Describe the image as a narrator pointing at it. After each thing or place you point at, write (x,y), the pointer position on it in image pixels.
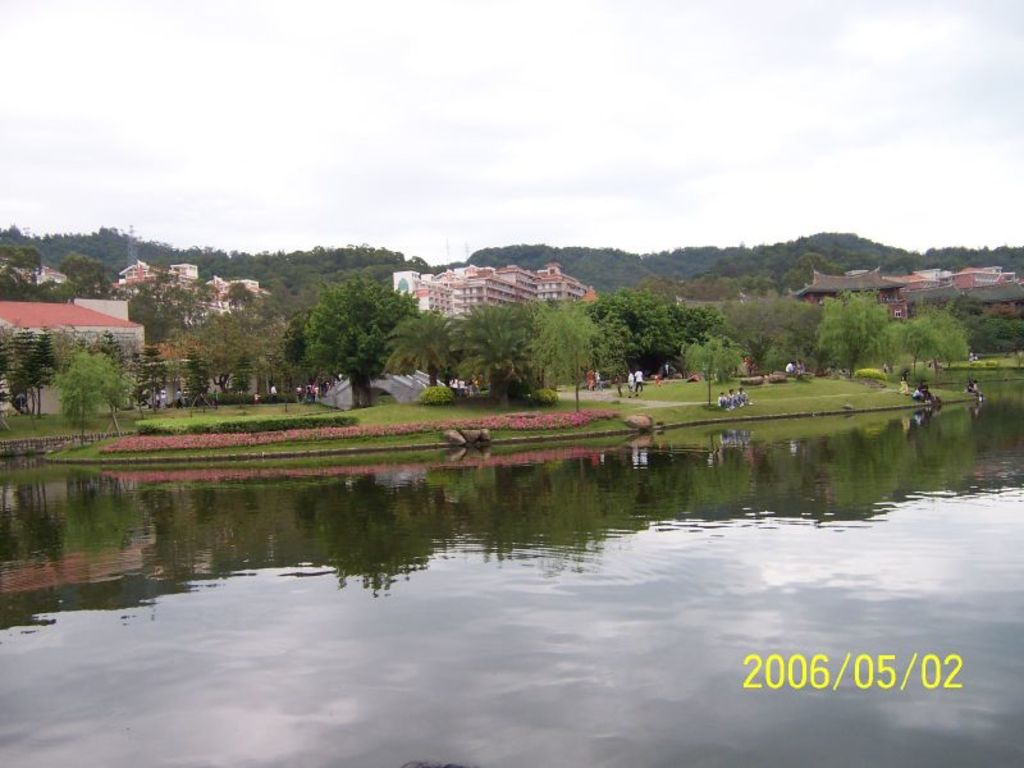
In the background (499,134) we can see sky (458,218), trees (45,248) and buildings (128,318). Here we can see people (728,400) sitting and walking. Here we can see plants (537,420), grass (676,389) and water (757,696). At the bottom right corner of the image (830,678) there is a date (801,667).
